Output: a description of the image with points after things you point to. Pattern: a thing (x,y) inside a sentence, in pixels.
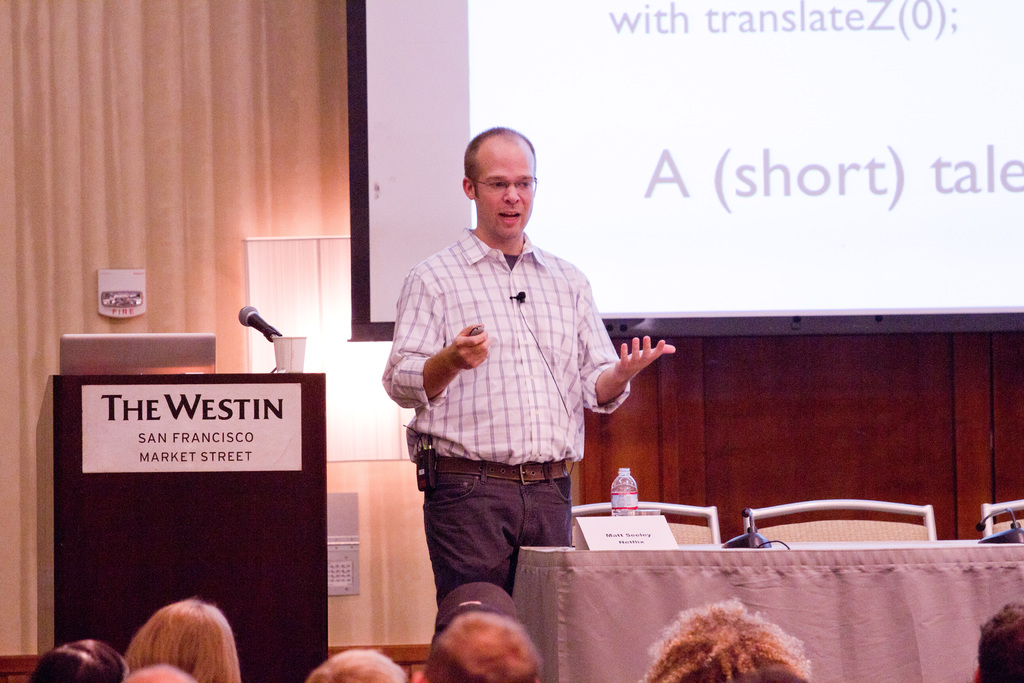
In this image there is a man (473,398) standing. There is a microphone (515,299) to his shirt (537,303). In front of him there is a table (707,553). On the table (859,548) there are microphones (756,529), a bottle (625,498) and a name board (674,541). Beside the table (792,565) there are chairs (847,522). Beside the man (436,454) there is a podium (175,482). There is text (152,407) on the podium (154,437). On the podium (175,435) there are glasses (280,345), a microphone (275,330) and a laptop (129,348). In the background (268,195) there is a wall (259,166). There is light (348,446) on the wall (364,469). There is a projector board (746,92) hanging on the wall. There is text (689,32) on the board (771,51). At the bottom (363,651) there are heads (478,657) of the people (94,658).
